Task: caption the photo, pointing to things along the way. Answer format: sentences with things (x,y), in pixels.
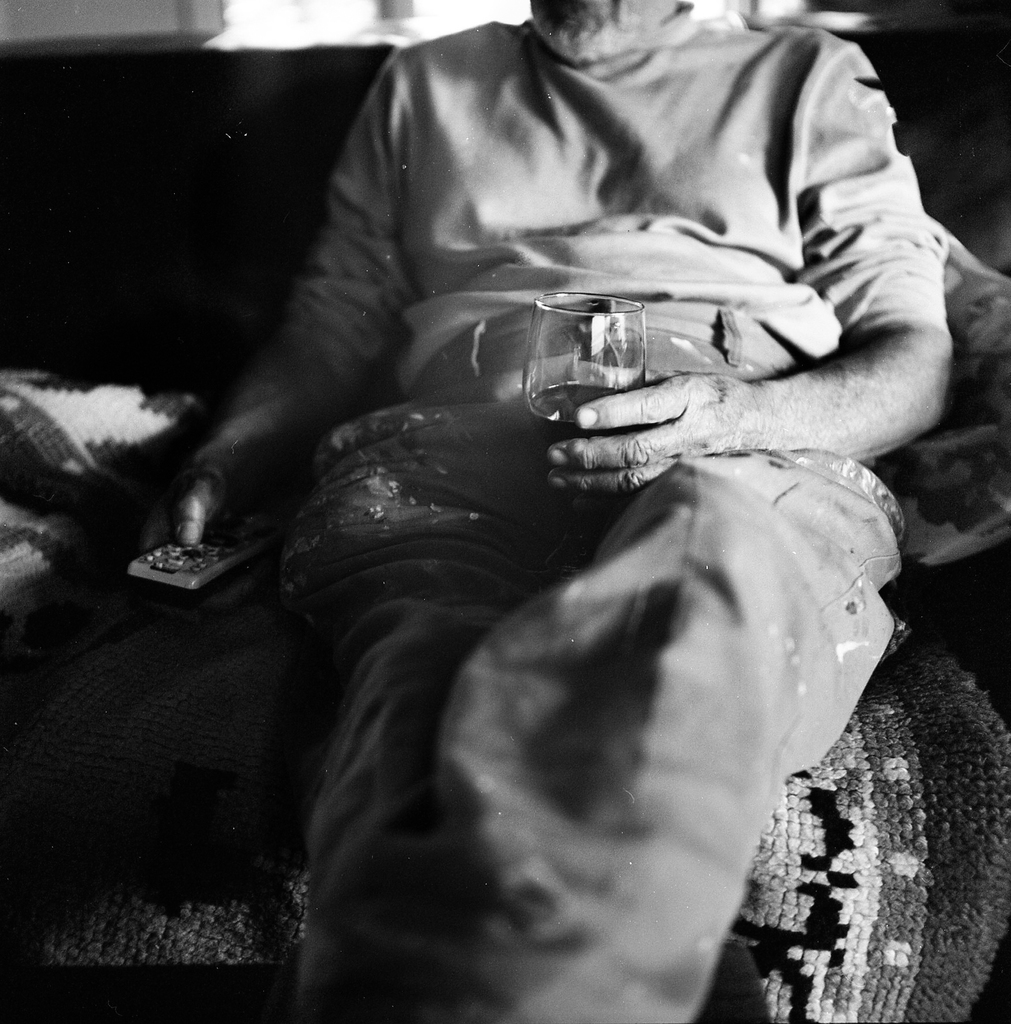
Here in this picture we can see a person (649,509) sitting on a couch (187,631) over there and he is holding a remote (208,549) in one hand (164,515) and a glass (631,340) with juice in another hand (578,479) over there.
